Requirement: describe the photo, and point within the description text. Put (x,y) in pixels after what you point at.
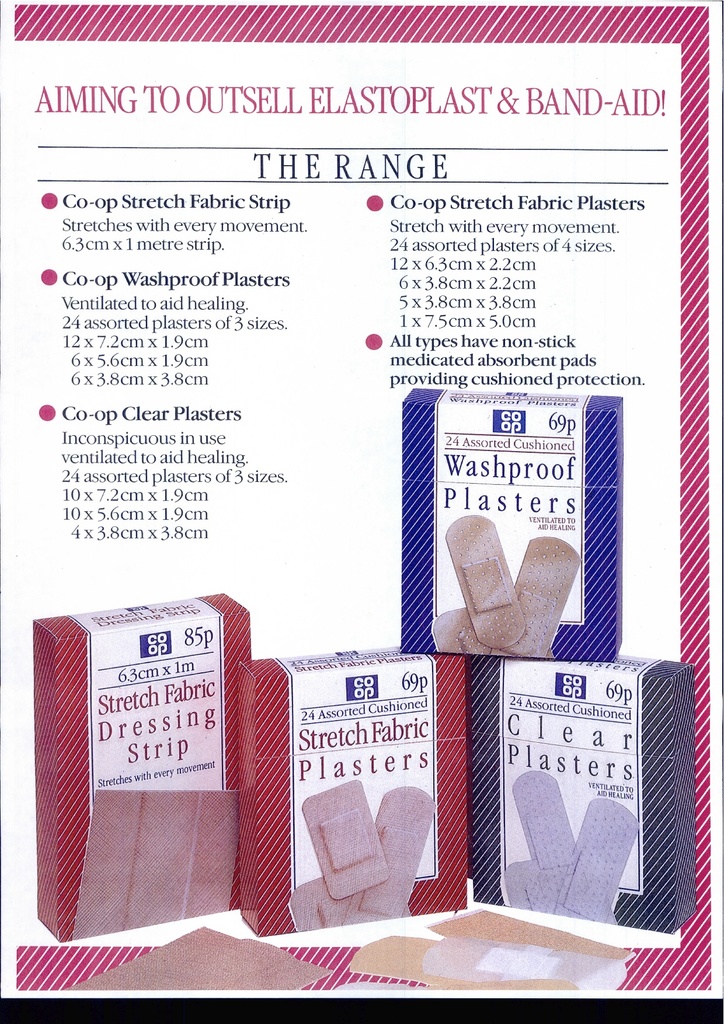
In this picture we can see a paper (104,524), on it we can see some bandage boxes (417,676) and some text (157,283) is written on it.
